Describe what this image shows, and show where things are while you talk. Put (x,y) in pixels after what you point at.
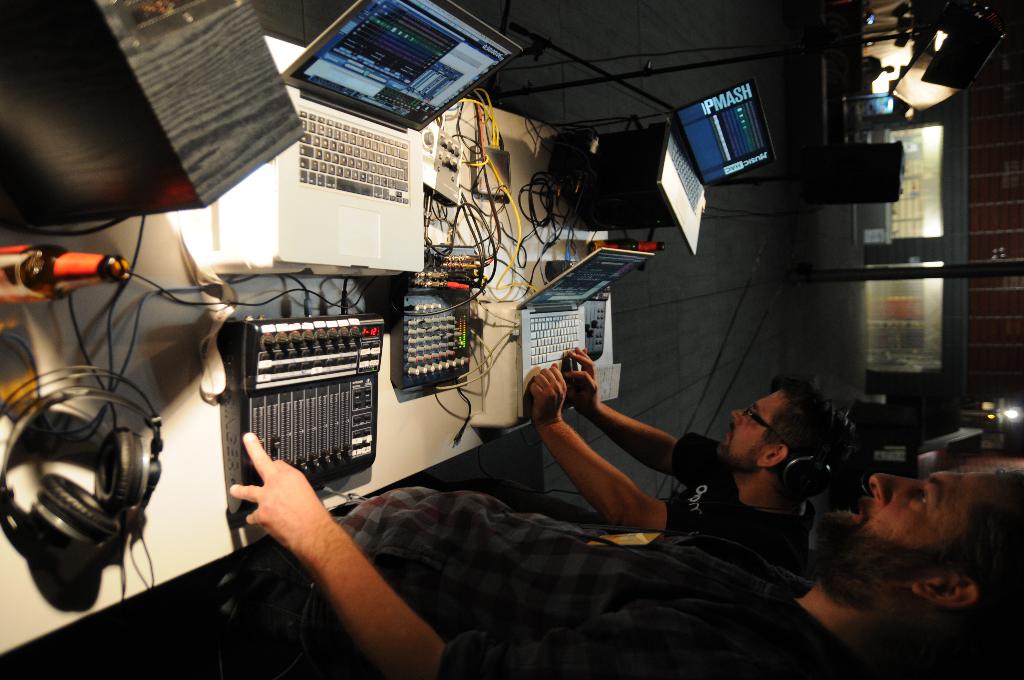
There is a table (103,361). On the table (143,360) there is a headset (117,463), bottle (103,258), laptops (365,149), wires (474,292) and many other devices (443,336). Two people (464,582) are standing near to the table (386,471). One person (634,446) is wearing a headset (814,481) and specs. In the back (844,282) there is a building (927,265).
